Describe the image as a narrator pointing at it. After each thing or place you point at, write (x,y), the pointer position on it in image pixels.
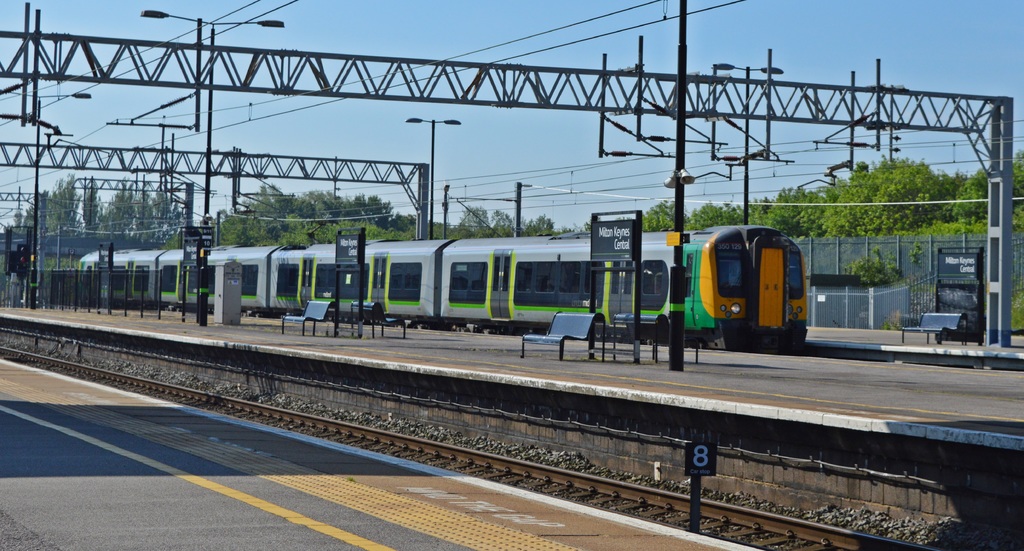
In the image there is a train (507,270) in the back side (488,315) with platform (758,354) on either side of it and above there is metal arch (609,106) and in the background (866,189) there are trees (882,198) and above its sky (776,23).
